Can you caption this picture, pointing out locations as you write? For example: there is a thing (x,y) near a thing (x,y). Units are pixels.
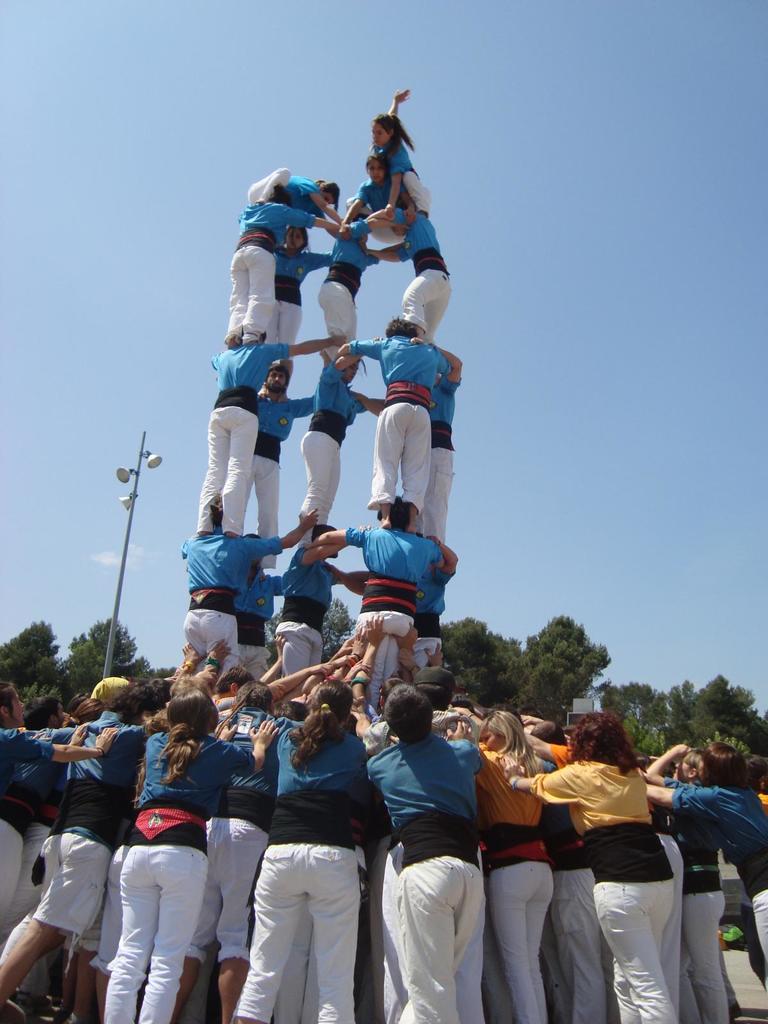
In the image there are many people (310,796) standing above each other forming a pyramid (440,677) and in the background (621,709) there are trees (96,670) with a street light (113,638) on the left side (155,456) and above its sky (613,198).
